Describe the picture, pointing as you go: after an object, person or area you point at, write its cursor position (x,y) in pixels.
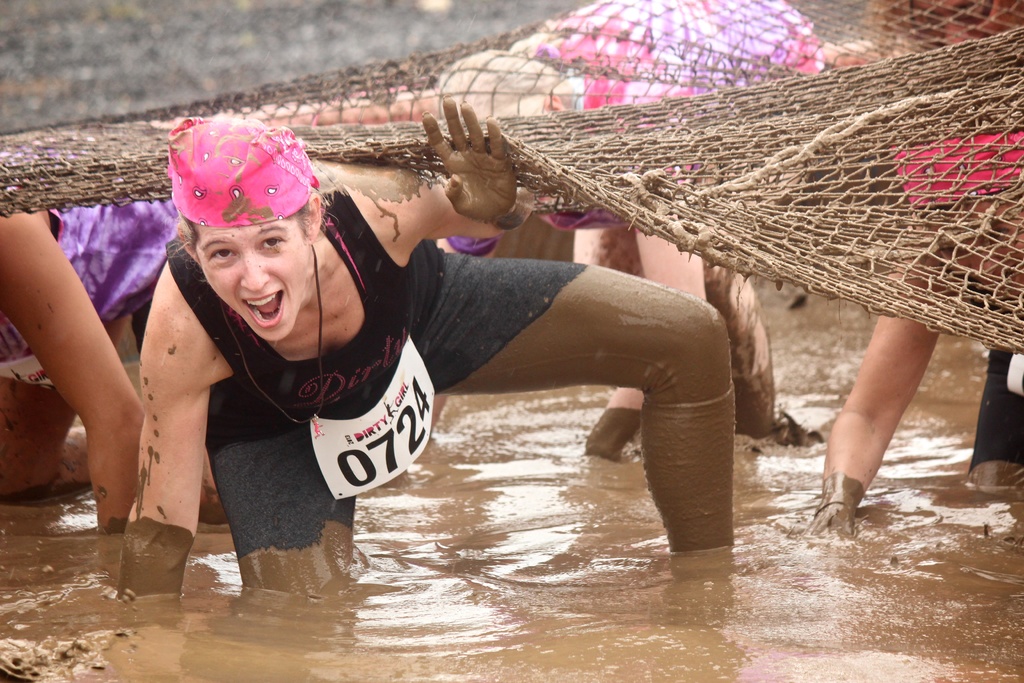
In this picture there are few persons (574,291) in a mud water (509,393) and there is a net (686,121) above them.
